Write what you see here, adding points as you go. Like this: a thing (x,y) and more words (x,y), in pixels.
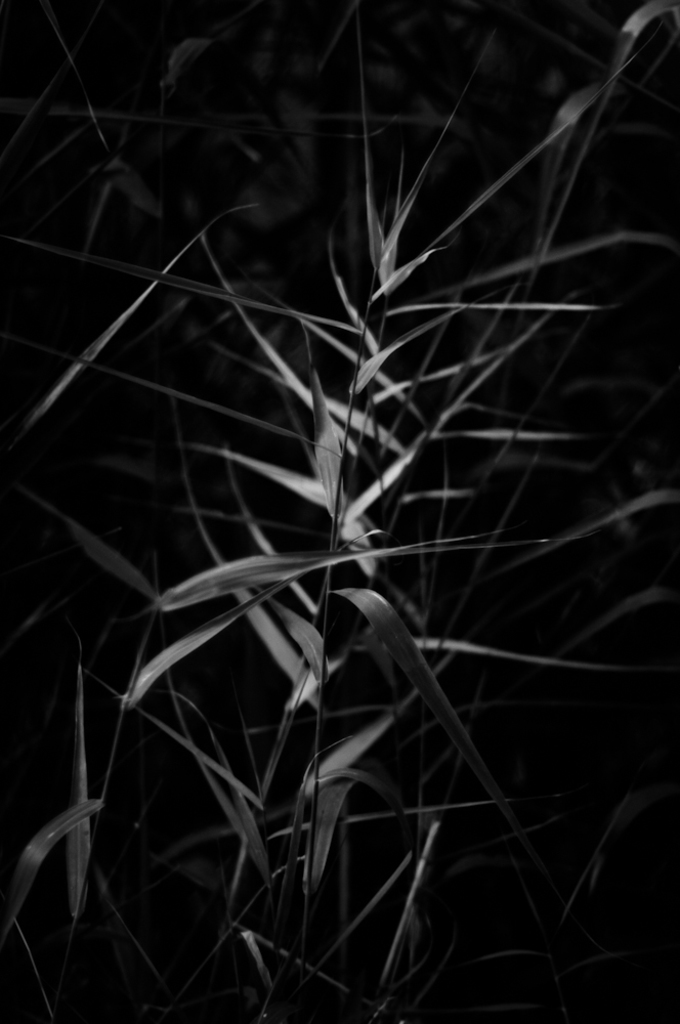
In this image there are leaves (300,667) of a plant (314,479).
